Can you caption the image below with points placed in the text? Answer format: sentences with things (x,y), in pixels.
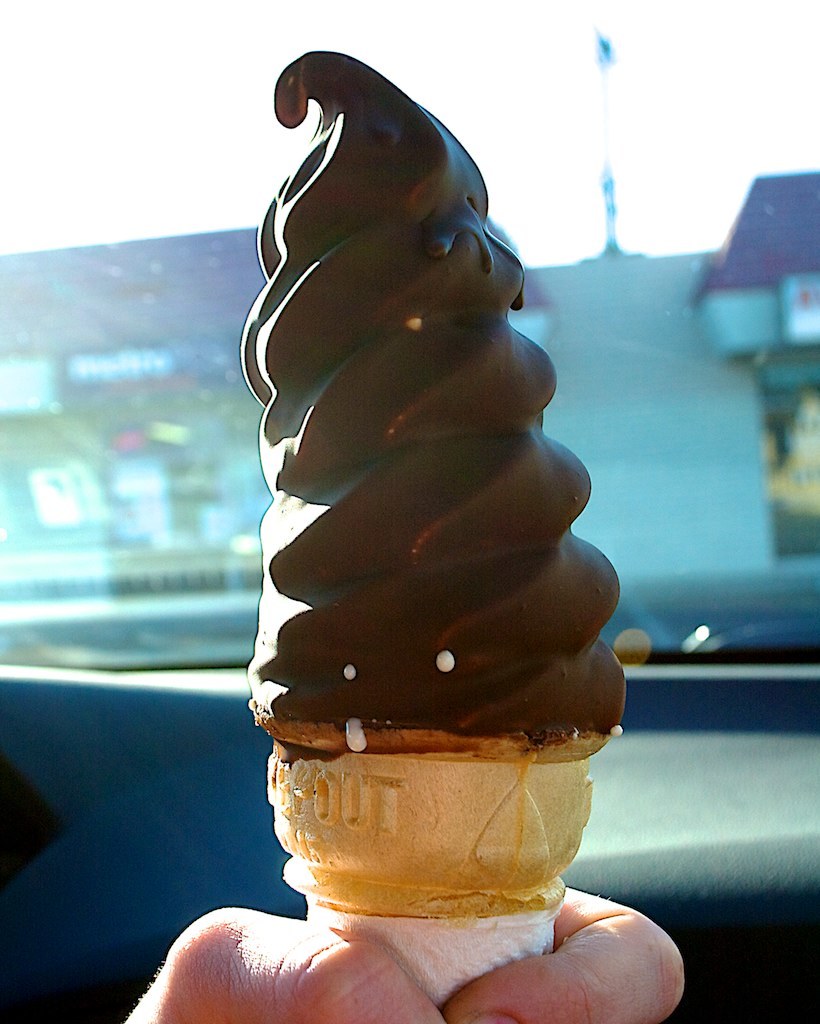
In the foreground of the picture there is a person (403,977) holding ice cream (350,642). In the background (30,295) there is a vehicle window (158,660), outside the window (169,631) there are buildings (627,425). It is sunny.
